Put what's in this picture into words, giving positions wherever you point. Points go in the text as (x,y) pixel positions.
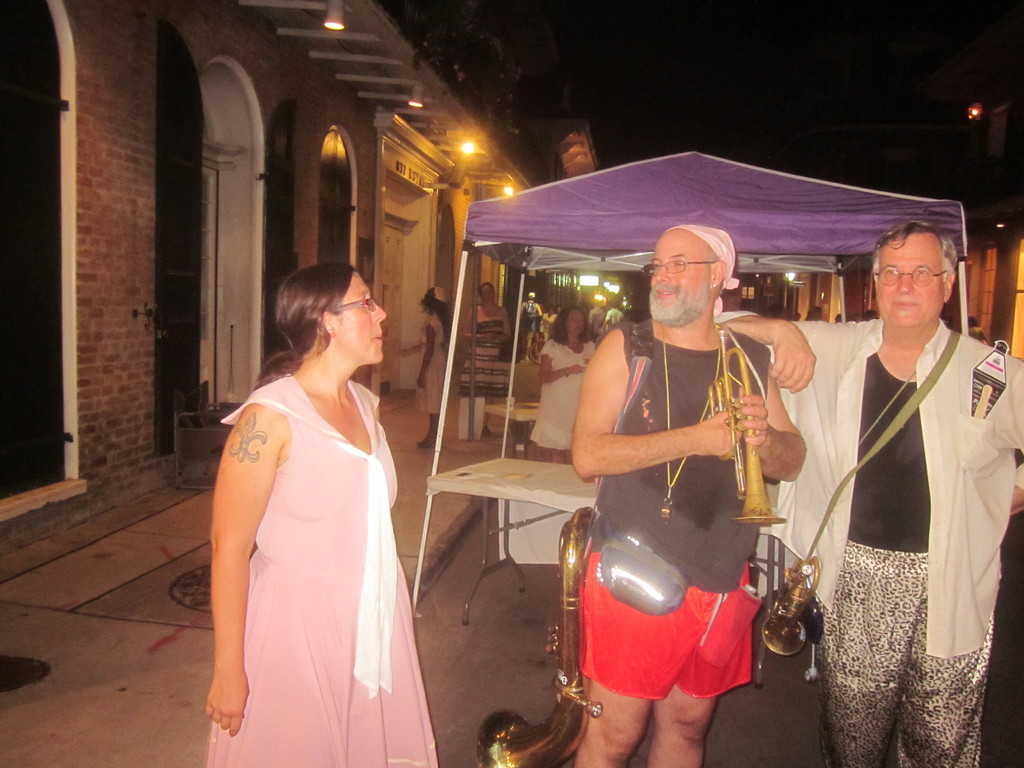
There are people (671,537) holding some musical instruments (736,472) in the foreground area of the image (707,501), there are people (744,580), a stall (516,232), it seems like building structure (362,117) and light (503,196) in the background (432,266).
